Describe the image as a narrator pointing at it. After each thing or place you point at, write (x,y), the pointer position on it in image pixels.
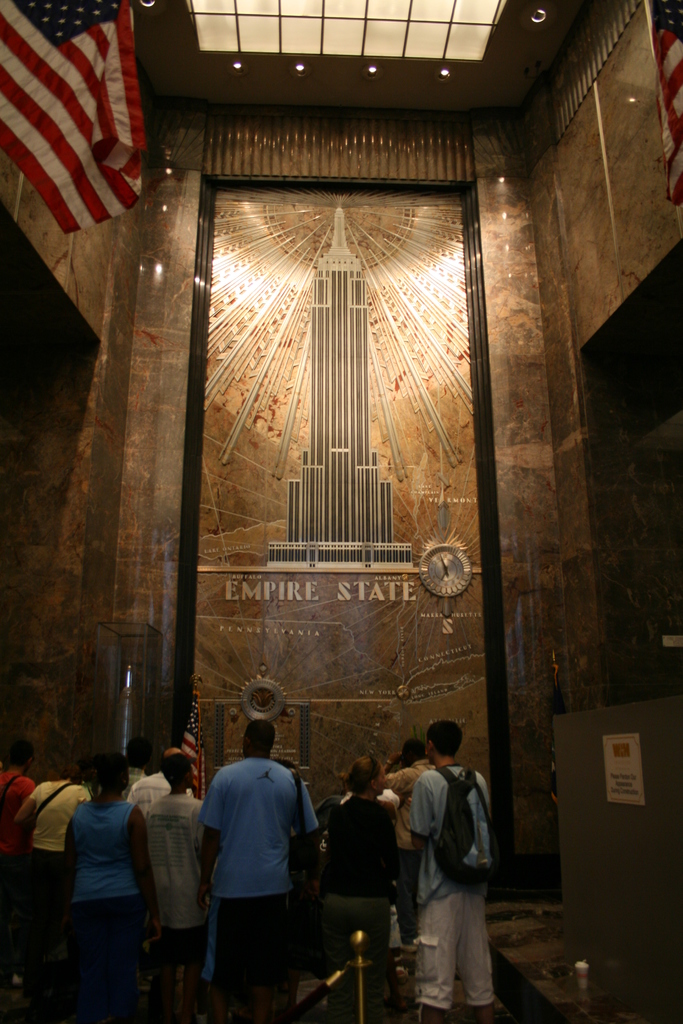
In this image we can see the frame (306,434) attached to the wall (142,527). We can also see the clock (443,569), window (401,28), ceiling lights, wall (582,94) and also the flag (21,1). At the bottom (287,805) we can see some people (282,921) standing. On the right (621,773) we can see some posters (623,763) attached to the wall (600,784). We can also see some rods (360,978).
